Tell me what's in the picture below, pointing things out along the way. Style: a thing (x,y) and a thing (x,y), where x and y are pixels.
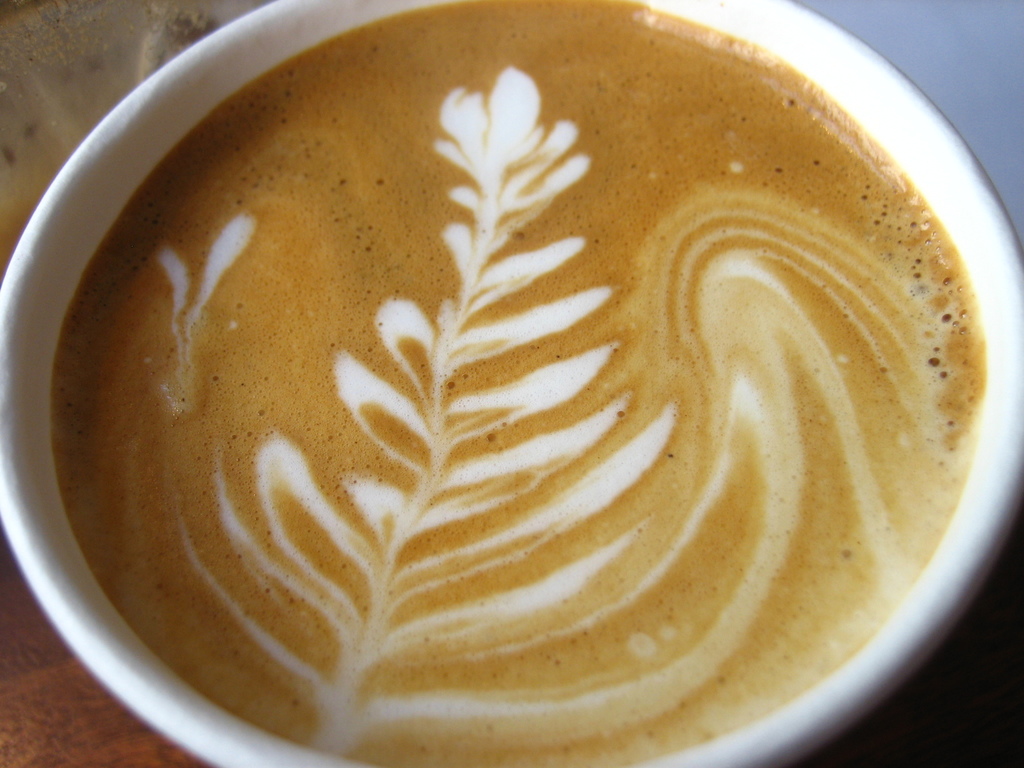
In this picture I can see there is a coffee mug (191,708) and there is some coffee (481,346) in it with a design (360,627).
